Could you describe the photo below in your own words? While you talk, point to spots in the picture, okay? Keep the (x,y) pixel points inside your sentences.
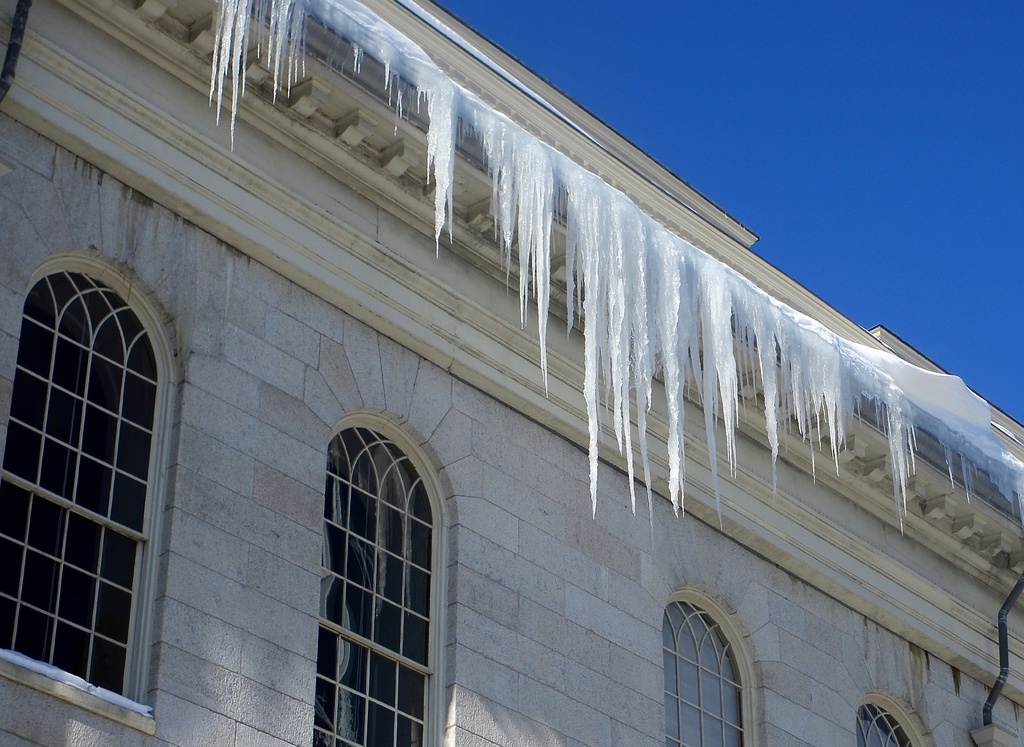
In this image I can see a building (187,627), windows (351,690) and the snow (776,309). The sky (816,178) is in blue color.
